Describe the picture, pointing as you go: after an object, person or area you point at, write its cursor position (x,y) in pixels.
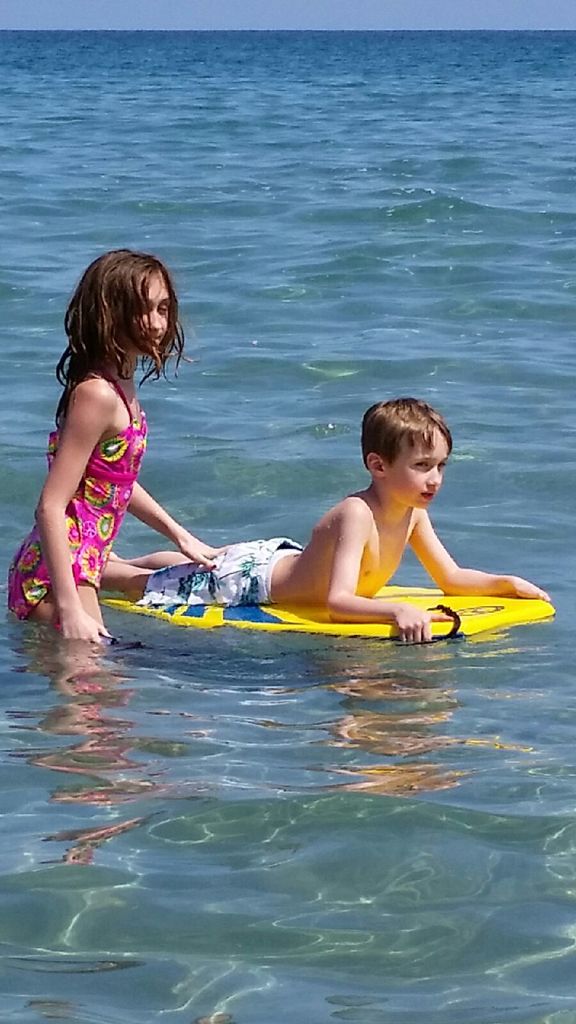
In this picture we can see a girl (79,429) is standing and boy (392,546) is lying on the surfboard (470,616) in the water (265,755).
